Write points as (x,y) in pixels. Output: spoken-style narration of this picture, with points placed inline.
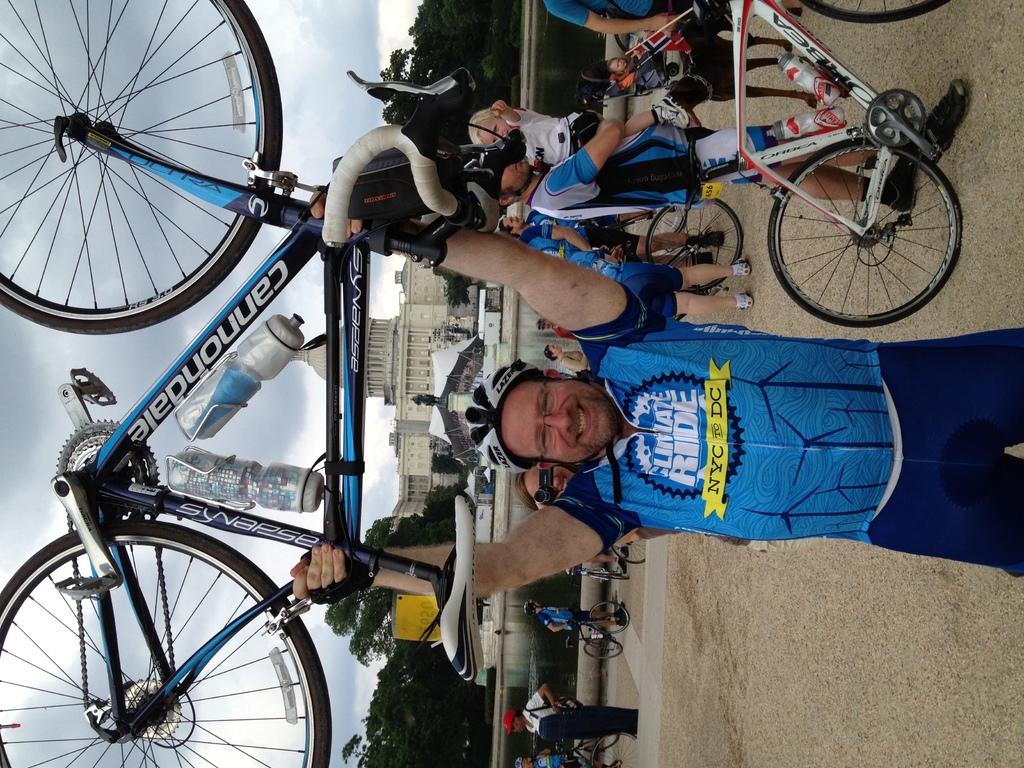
As we can see in the image there are few people (668,396) here and there, bicycles (418,250), buildings (401,365), trees (432,494), sky (152,350) and clouds (319,449).
